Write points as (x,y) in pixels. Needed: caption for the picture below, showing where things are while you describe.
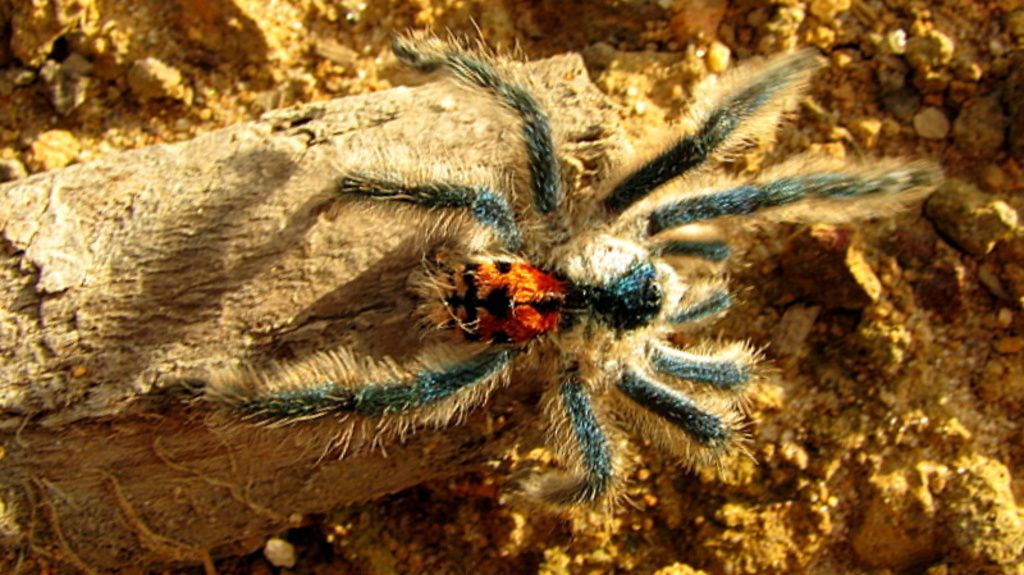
In the picture we can see a spider (503,313) which is in different color is on the wooden surface (303,199).
